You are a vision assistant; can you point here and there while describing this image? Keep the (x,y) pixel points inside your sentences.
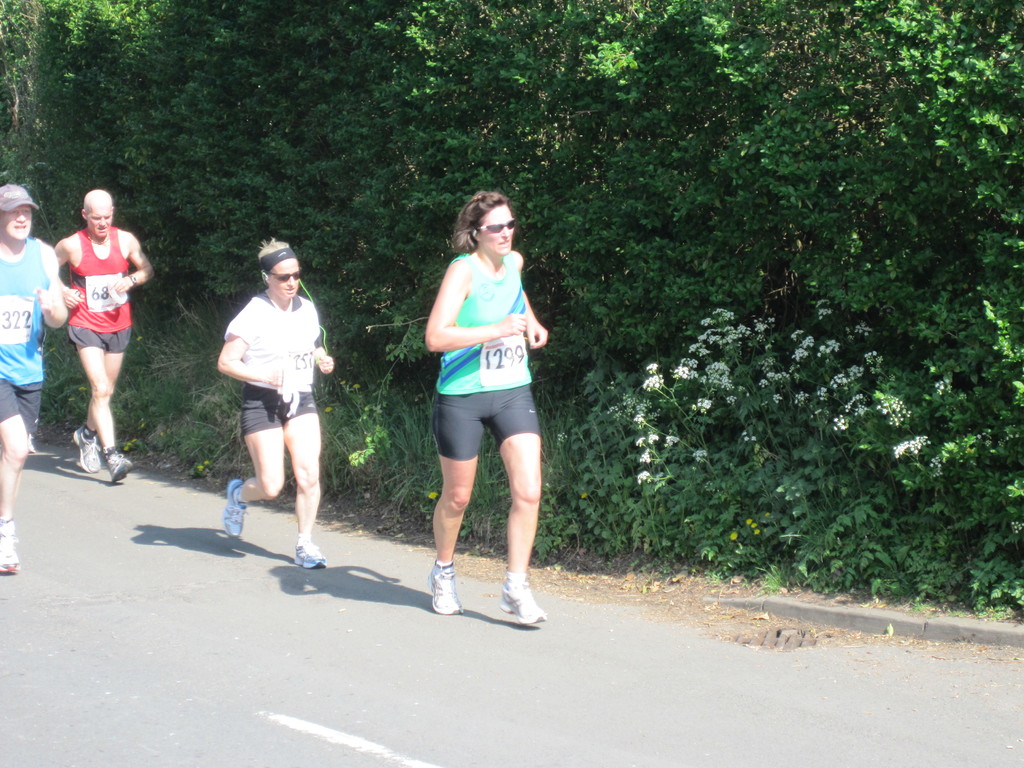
This is the picture of some people (323,565) who are on the road (53,631) and around there are some plants (796,402) and trees (960,39).
